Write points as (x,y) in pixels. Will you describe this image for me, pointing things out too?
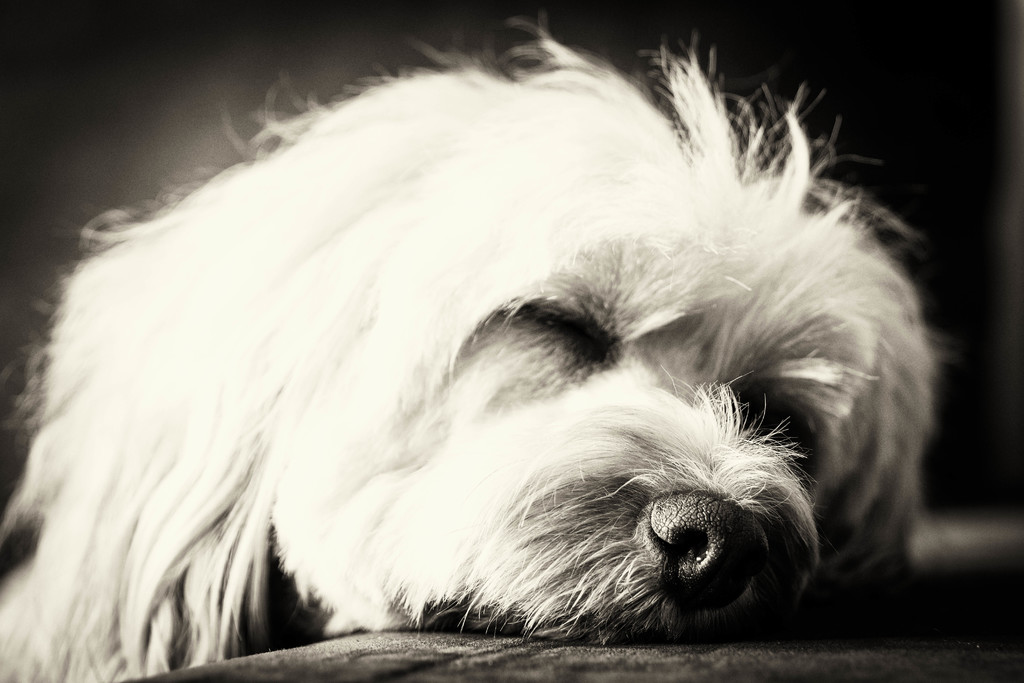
It is a black and white image. In this image we can see a dog (469,240). At the bottom (501,655) we can see the surface (848,642).
